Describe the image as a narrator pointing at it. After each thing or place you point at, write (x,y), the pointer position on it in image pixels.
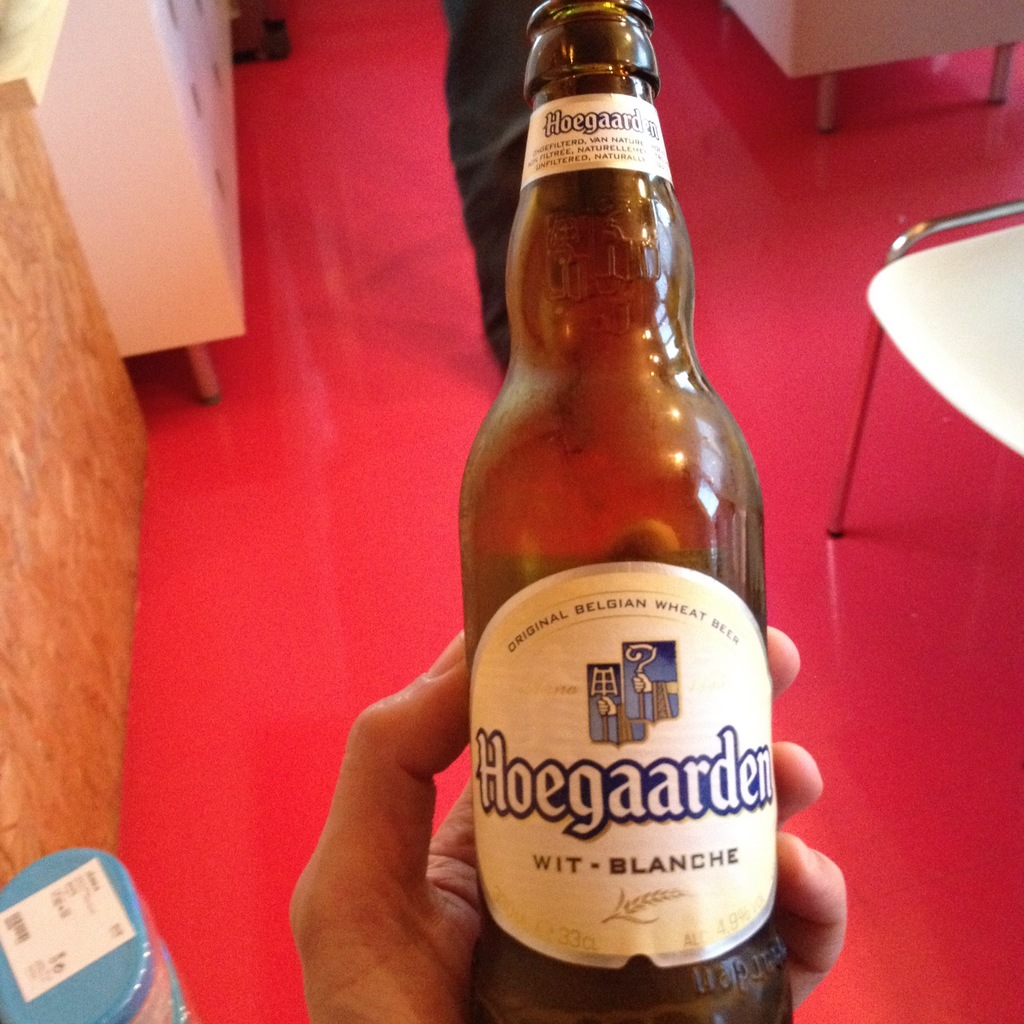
There is a glass bottle (498,462) and the glass bottle (539,832) is kept in a hand (369,965). There is a red carpet (314,525) on the floor (327,509) and on the left side (105,72) we can a cupboard (166,215) and on the right side (903,312) we can see a chair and on the bottom left corner (58,913) we can see a container (55,931) and in the middle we can see a person (478,119) standing.
